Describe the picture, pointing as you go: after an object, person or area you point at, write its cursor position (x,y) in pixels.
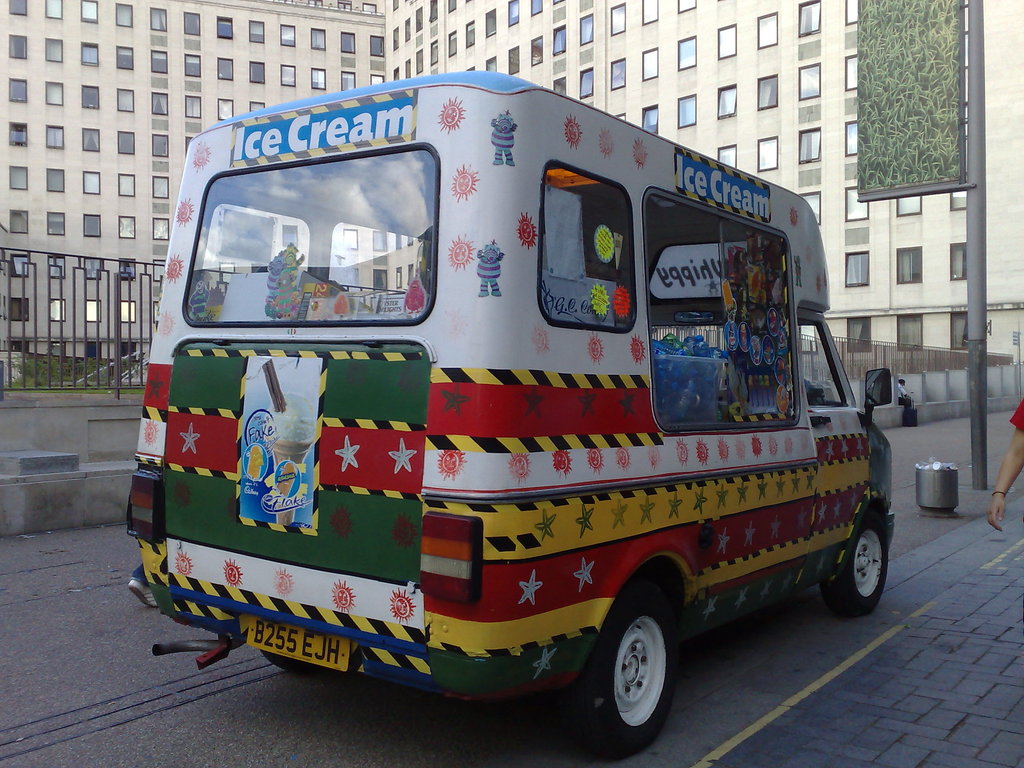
In this image, we can see an ice cream van (647,580), on the right side (975,382), we can see a pole (969,177), we can see the hand (991,506) of a person (1002,473), there are some buildings (246,81), we can see the windows (87,100) on the buildings (377,49), there is a fence (117,345) on the left side (90,326).
